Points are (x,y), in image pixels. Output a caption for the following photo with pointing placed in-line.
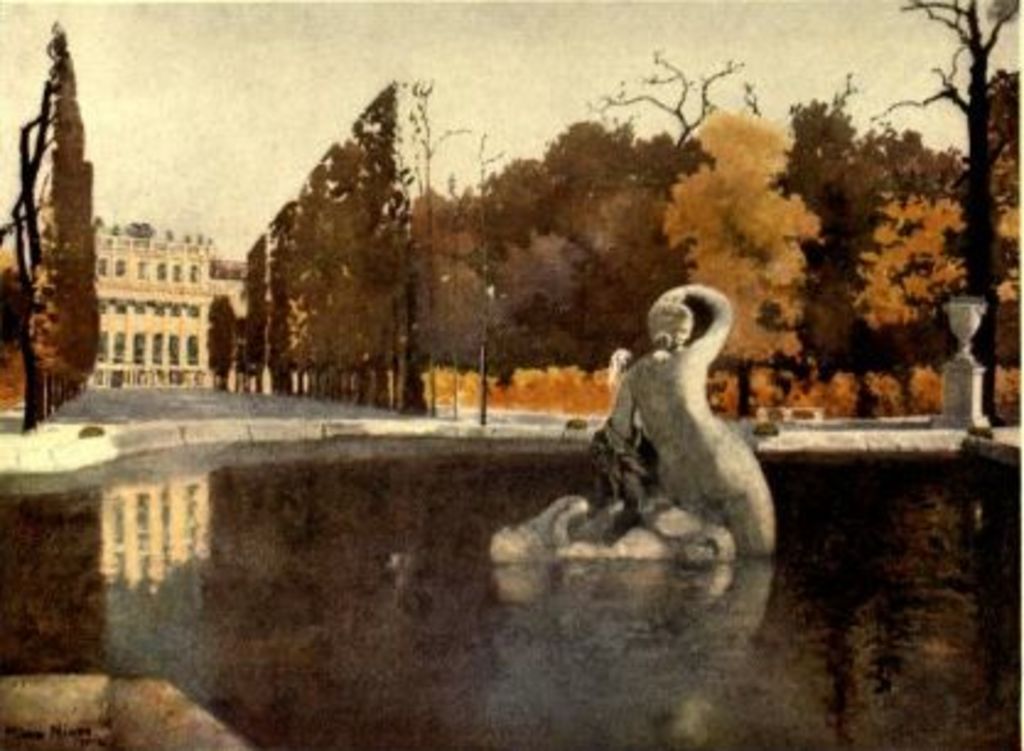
In this image there is a pond (439,572) in the middle (618,480) there is a sculpture (624,416), in the background (586,400) there are trees (275,342), buildings (191,314) and the sky (356,24).
